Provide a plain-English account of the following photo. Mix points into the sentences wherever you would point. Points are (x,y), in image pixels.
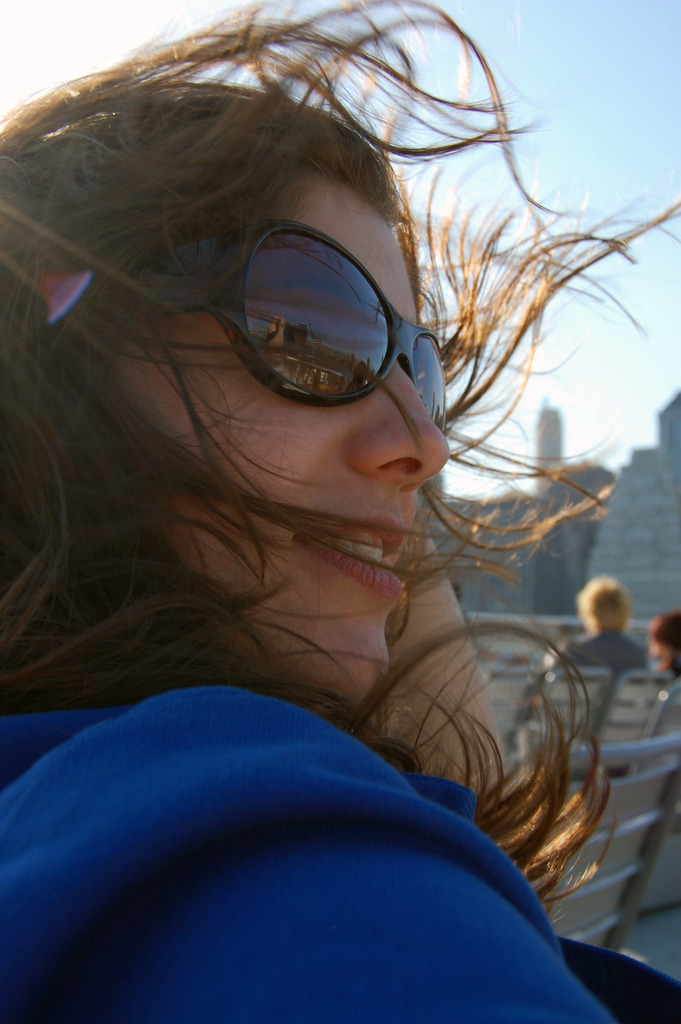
In this image in the foreground (71,577), woman (52,389) wearing black specs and a blue dress (176,715).
